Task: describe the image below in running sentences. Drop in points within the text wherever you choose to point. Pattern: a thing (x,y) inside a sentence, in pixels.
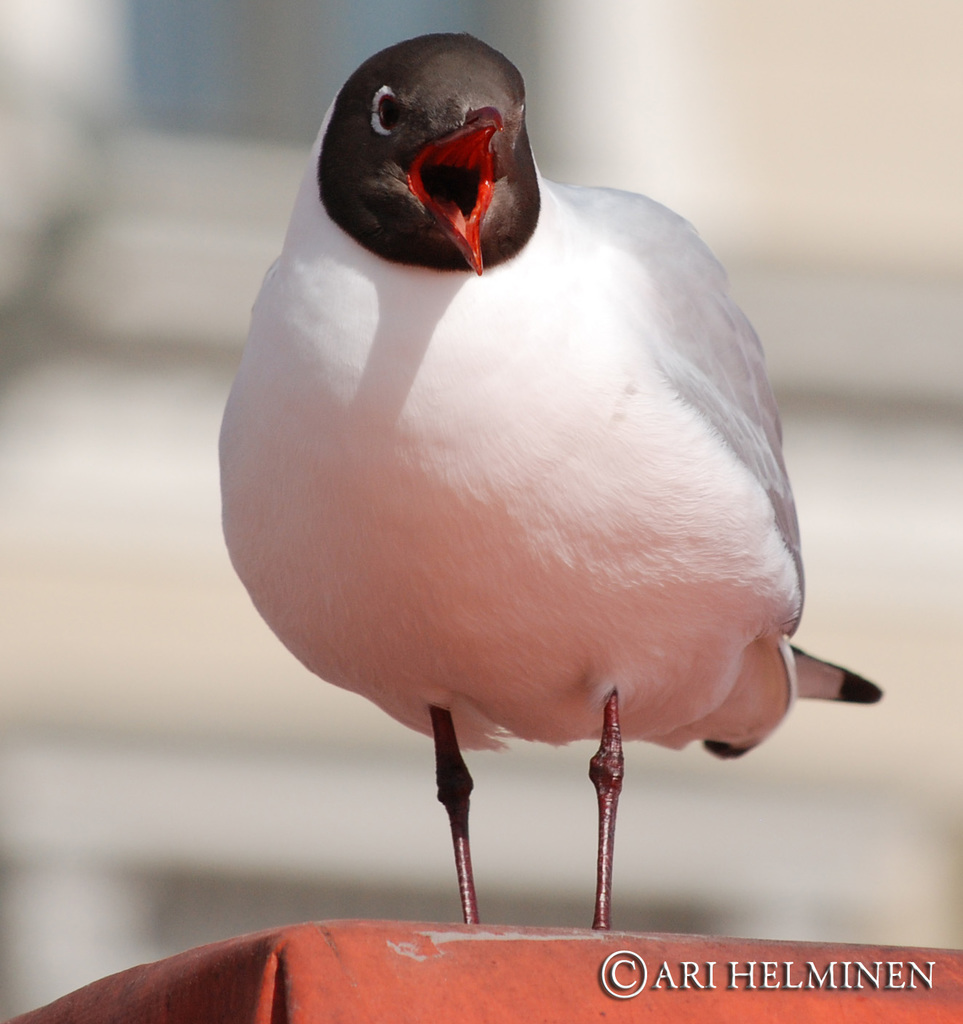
In this image I can see the bird (335,365) and the bird (420,319) is in white and brown color and the bird (407,468) is on the orange color surface (573,962) and I can see the blurred background (775,104).
